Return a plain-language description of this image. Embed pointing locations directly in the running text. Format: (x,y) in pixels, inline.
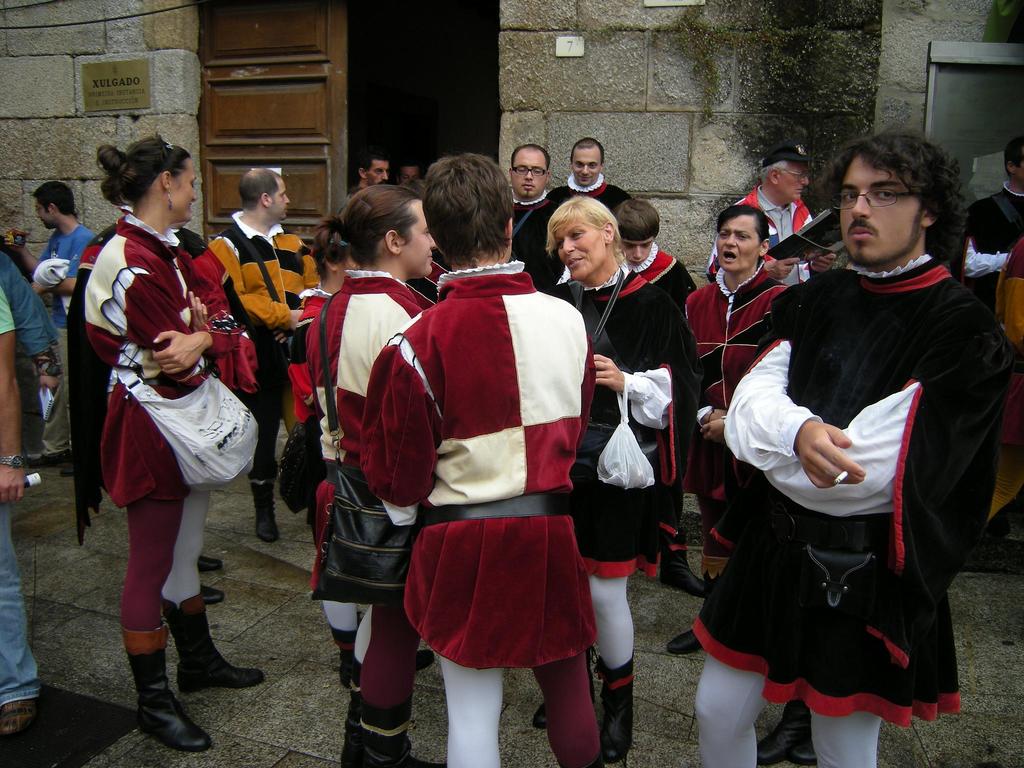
In the image we can see there are many people (341,309) around, standing, wearing clothes (440,433) and boots (157,682), and some people (538,175) are wearing spectacles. This is a footpath (1001,724), handbag (183,420), wrist watch (23,460), cigarette (846,475), stone wall (640,95) and a door (220,182). This is a plastic cover (628,474).
